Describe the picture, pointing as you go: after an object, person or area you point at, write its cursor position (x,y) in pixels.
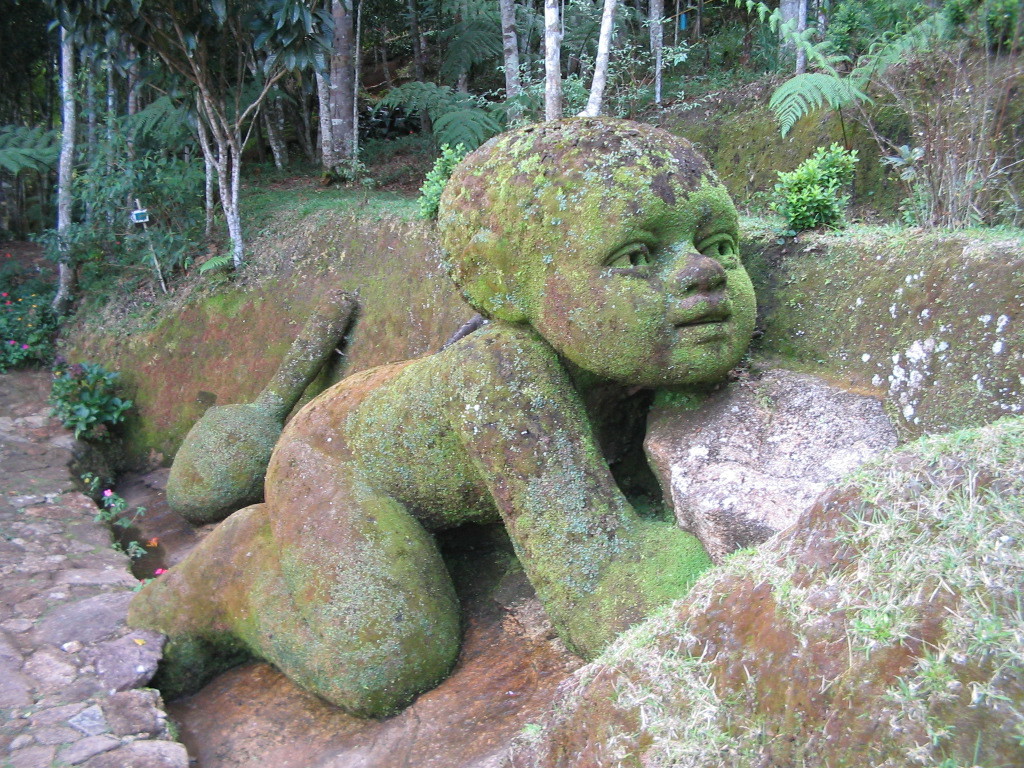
In this image we can see the sculpture (592,480). We can also see some grass (978,646), plants (115,289) with flowers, a pole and a group of trees (655,14).
